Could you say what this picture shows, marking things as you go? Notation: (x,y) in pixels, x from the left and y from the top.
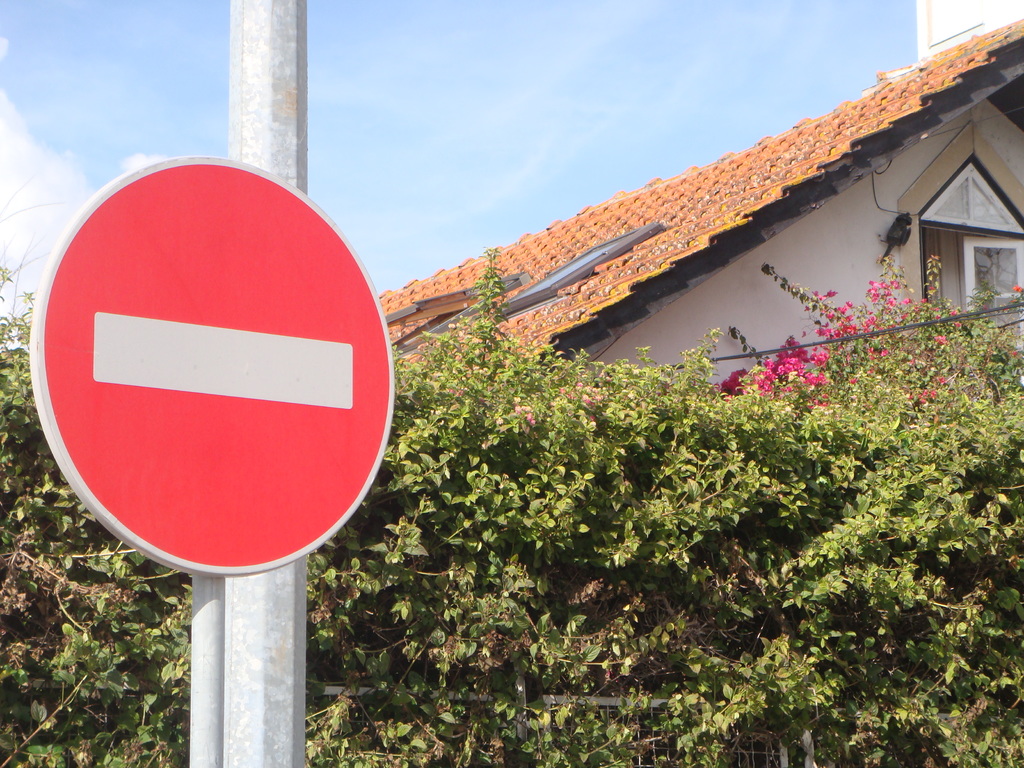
In this image we can see a pole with sign board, there are some plants (460,395), fence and a house (551,259), in the background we can see the sky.
